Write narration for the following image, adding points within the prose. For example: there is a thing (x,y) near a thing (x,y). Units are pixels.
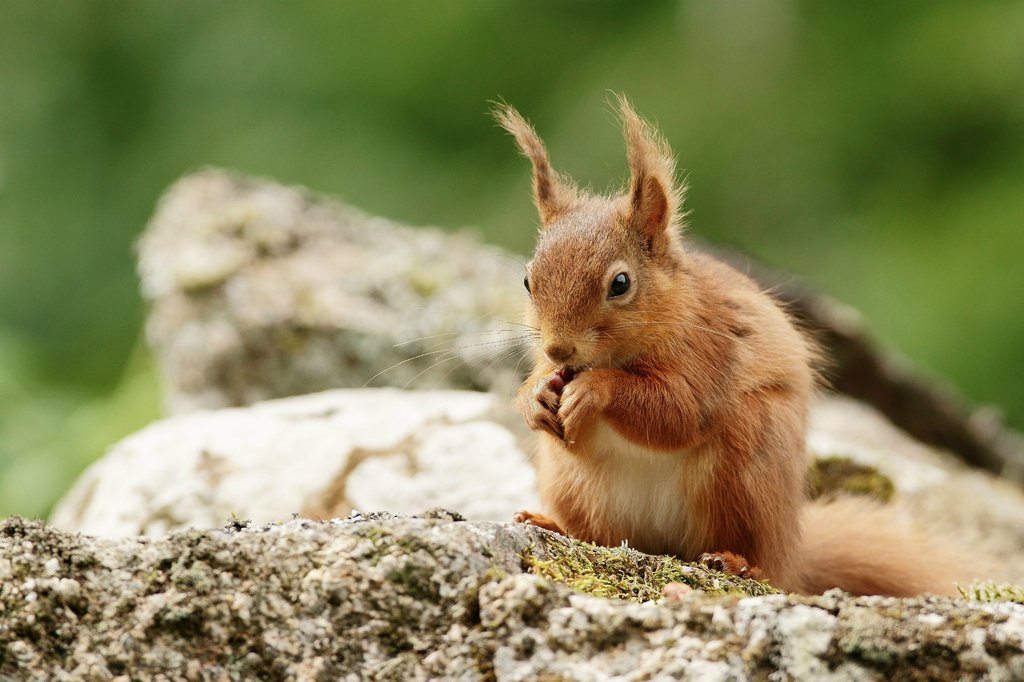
In this image there is a squirrel (661,474) on the stone (235,568). In the background (276,388) there are two stones (297,415) one above the other. Behind them it looks blurry.
